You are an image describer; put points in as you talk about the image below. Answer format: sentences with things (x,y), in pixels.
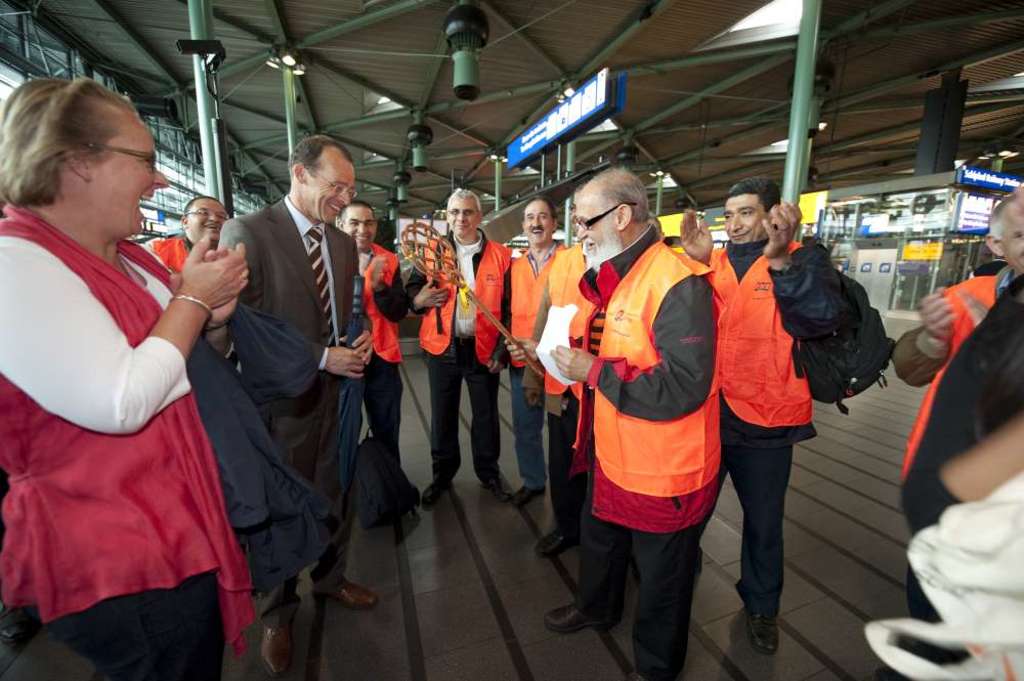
This is the picture of a place where we have some people (633,256) and among them some are in same uniform (610,459) and around there are some lights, poles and some boards (930,249).
